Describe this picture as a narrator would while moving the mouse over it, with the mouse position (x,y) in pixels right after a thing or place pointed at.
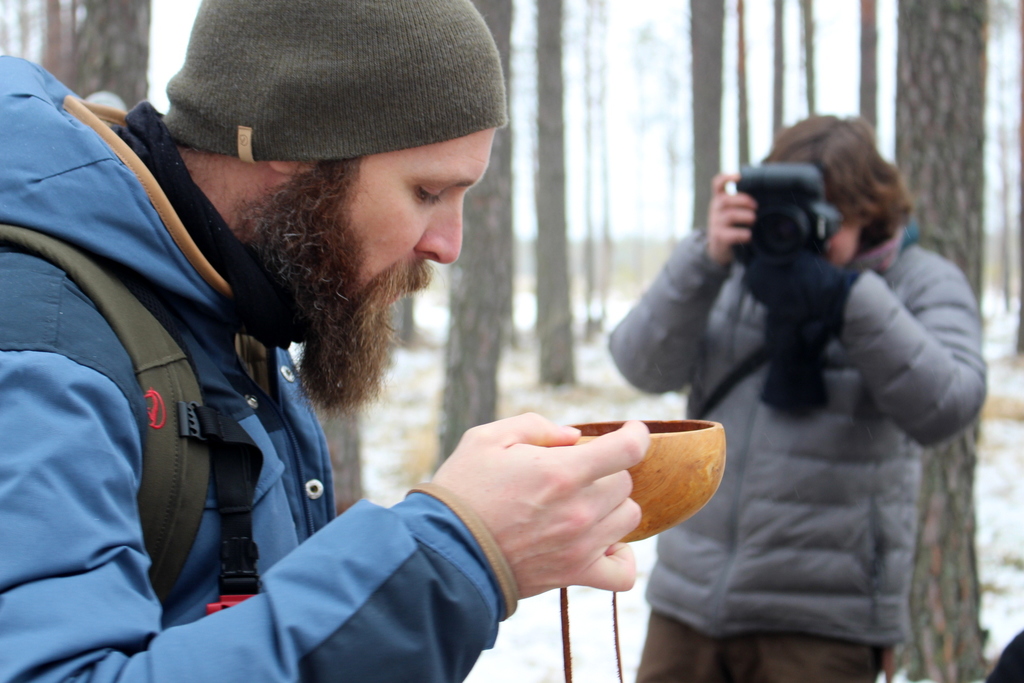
In this picture I can see a person (455,513) holding an item (677,454), another person (793,314) standing and holding a camera (802,242), and in the background (565,268) there are trees (921,52).
